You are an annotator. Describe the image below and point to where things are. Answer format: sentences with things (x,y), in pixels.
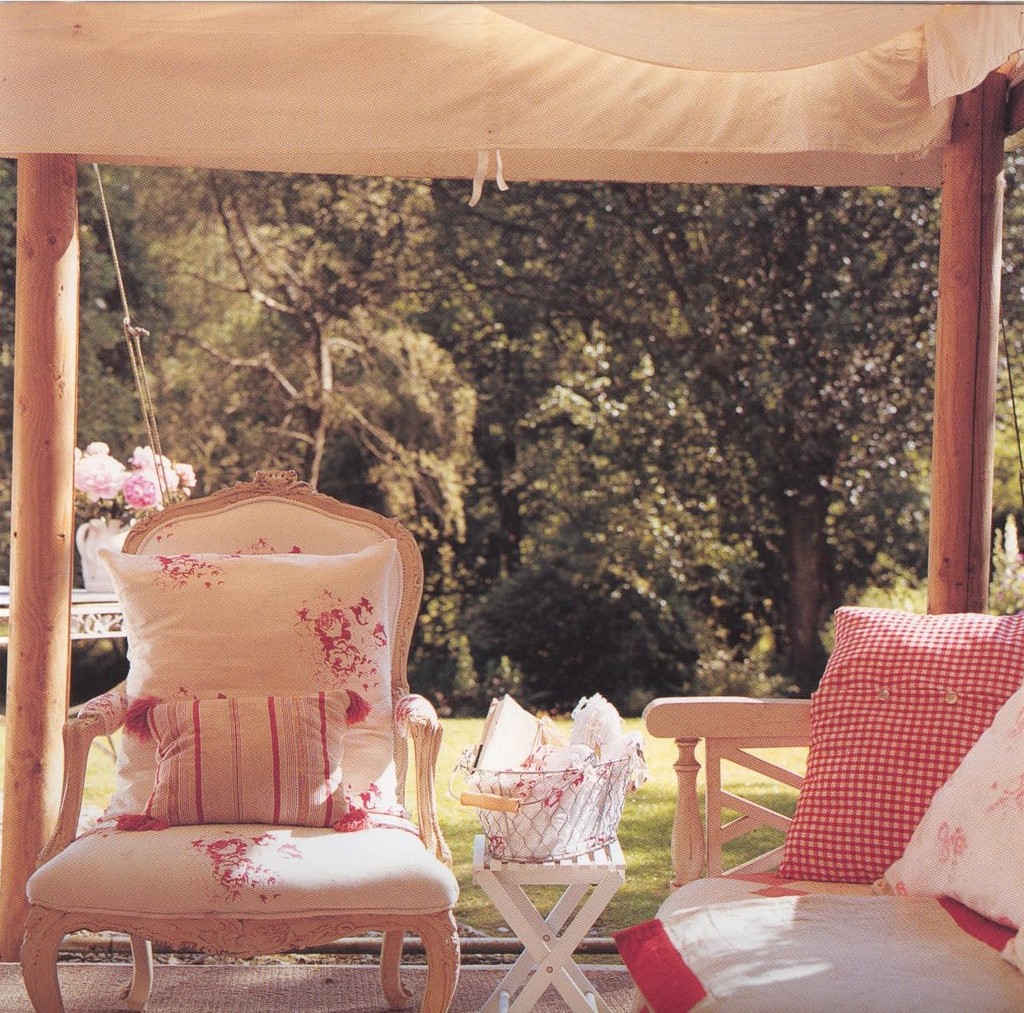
In this picture we can see chair (298,536) pillows (237,759) on it and in between chairs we have stool (498,862) with basket (531,798) on it and this are under tent (568,144) with poles (48,306) and in background (556,268) we can see trees (575,354), vase (89,556) with flowers (108,485) in it.
